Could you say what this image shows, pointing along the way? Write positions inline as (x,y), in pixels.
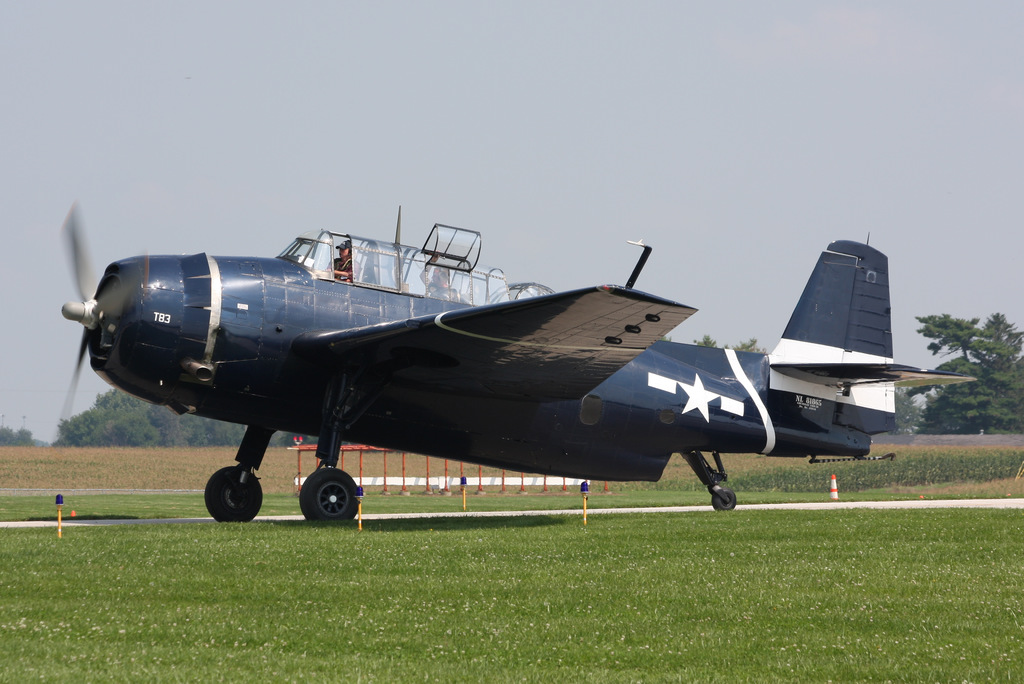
There is a person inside an airplane (359,280) and we can see an airplane (362,274) on the surface (109,521). We can see grass (125,565). In the background (1000,366) we can see trees (1000,366) and sky (788,206).
